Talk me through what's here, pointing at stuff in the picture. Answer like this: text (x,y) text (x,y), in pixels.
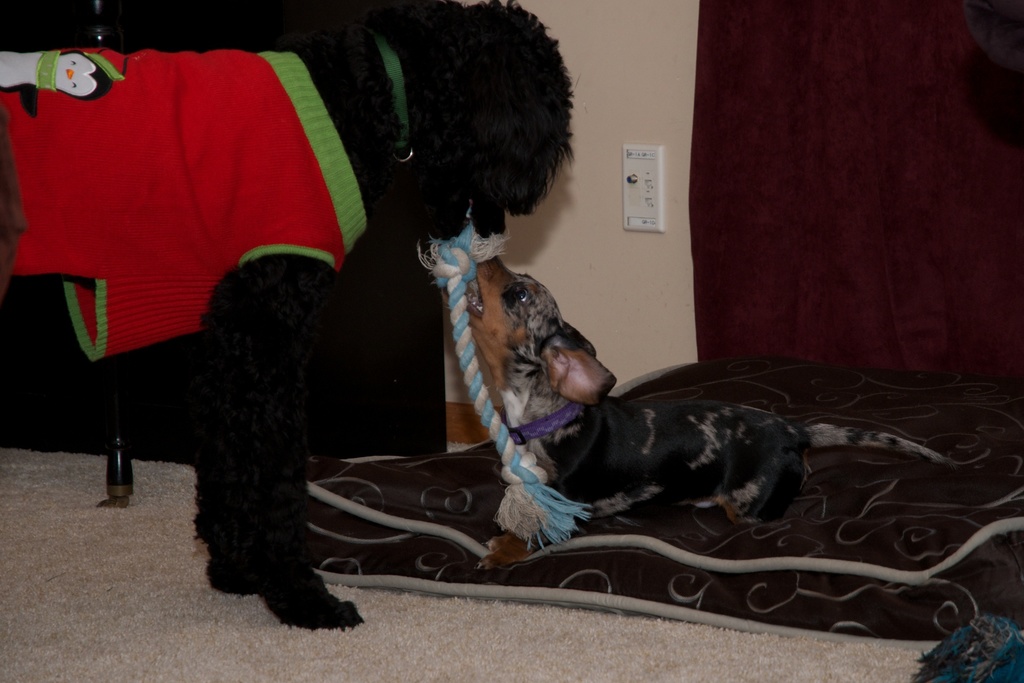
This image consists of a dog (276,376) in black color. It is tied with a belt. At the bottom (622,473), there is another dog (712,486) sitting on the bed (901,607). At the bottom (251,641), there is a floor mat (211,624). In the background (608,198), there is a wall (647,263).
